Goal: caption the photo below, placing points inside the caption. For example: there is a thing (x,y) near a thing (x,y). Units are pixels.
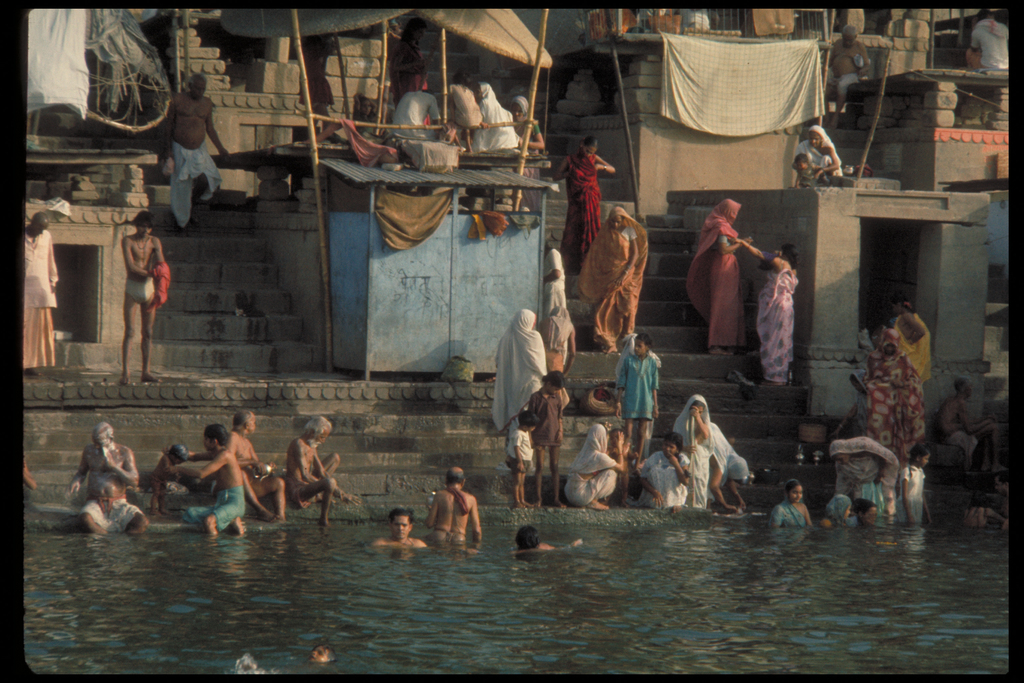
In the picture we can see the bank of the river (266,612) with steps (248,330) and some old constructions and some stalls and some people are sitting on the steps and some people (441,536) are bathing in the river water (519,607).
